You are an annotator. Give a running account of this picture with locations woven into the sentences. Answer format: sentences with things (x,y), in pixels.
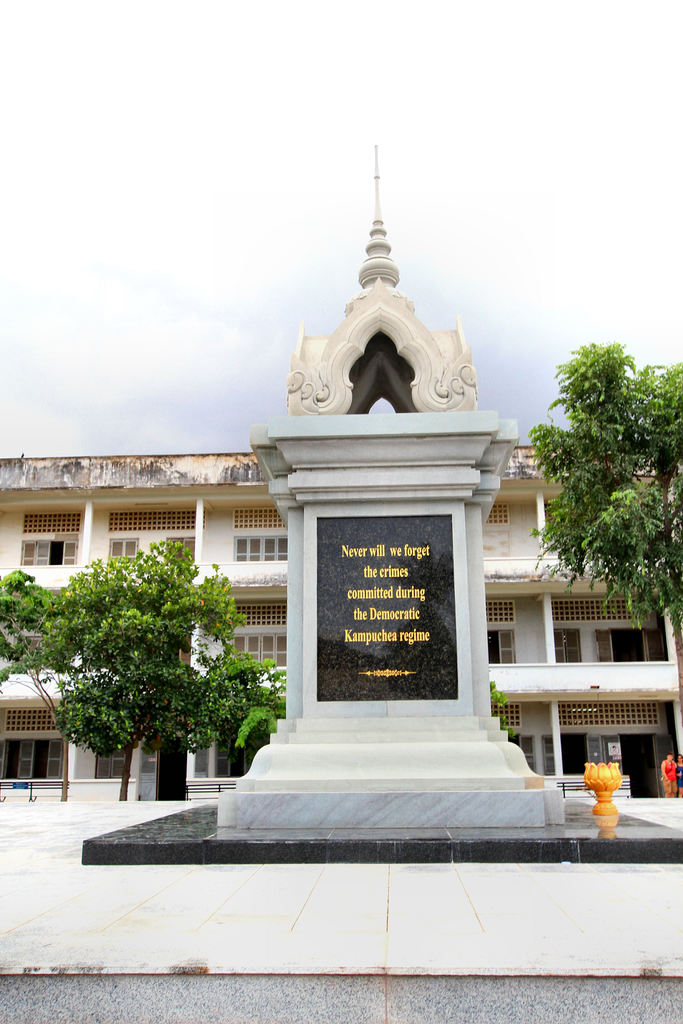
In this picture we can see a memorial stone (358,515) and in the background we can see a building (42,555), trees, two people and the sky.
